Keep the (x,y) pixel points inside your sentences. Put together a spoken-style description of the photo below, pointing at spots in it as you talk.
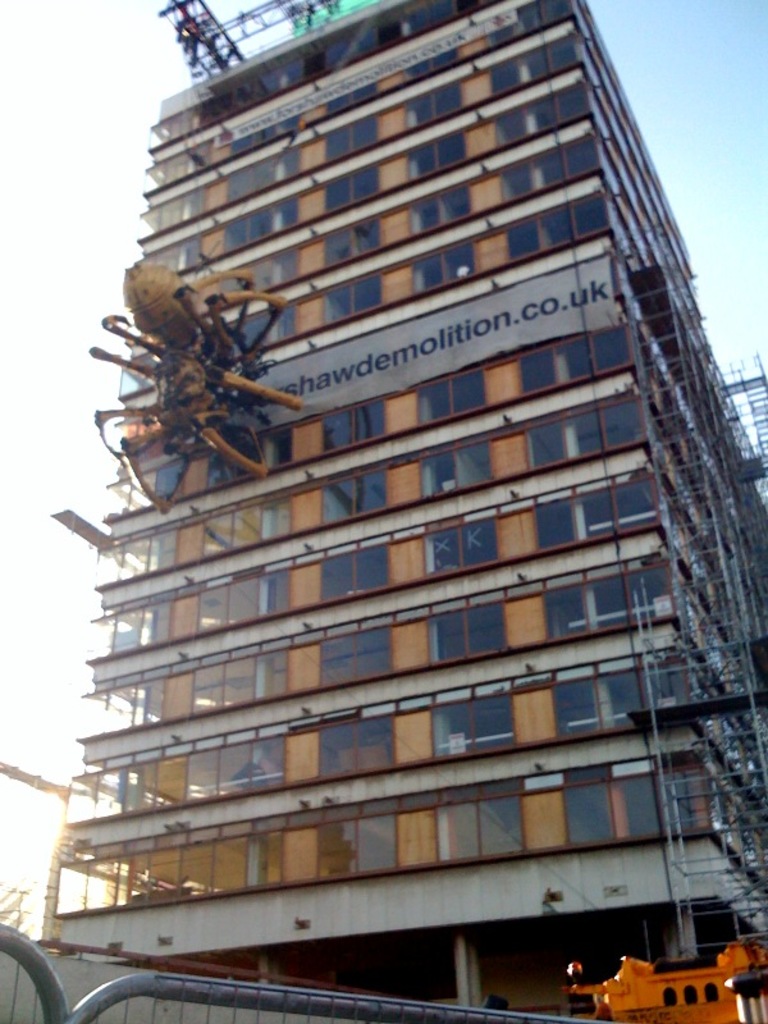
In this image we can see a building (210,838), there is construction process, there is a crane (724,1022), there is a barricade (323,1003), there is a sky (699,94).
